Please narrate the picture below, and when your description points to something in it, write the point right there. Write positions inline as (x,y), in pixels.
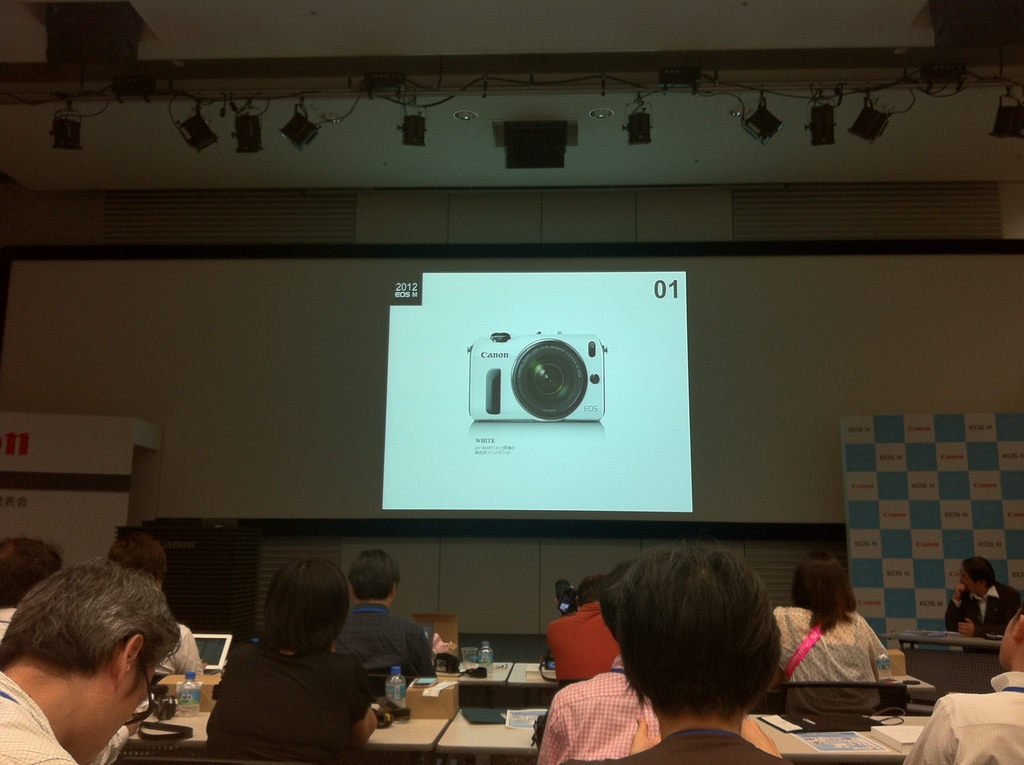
In this image I can see at the bottom (410,652) a group of people (587,716) are there, there are water bottles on the tables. In the middle (584,466) it is the projector screen (561,496).
